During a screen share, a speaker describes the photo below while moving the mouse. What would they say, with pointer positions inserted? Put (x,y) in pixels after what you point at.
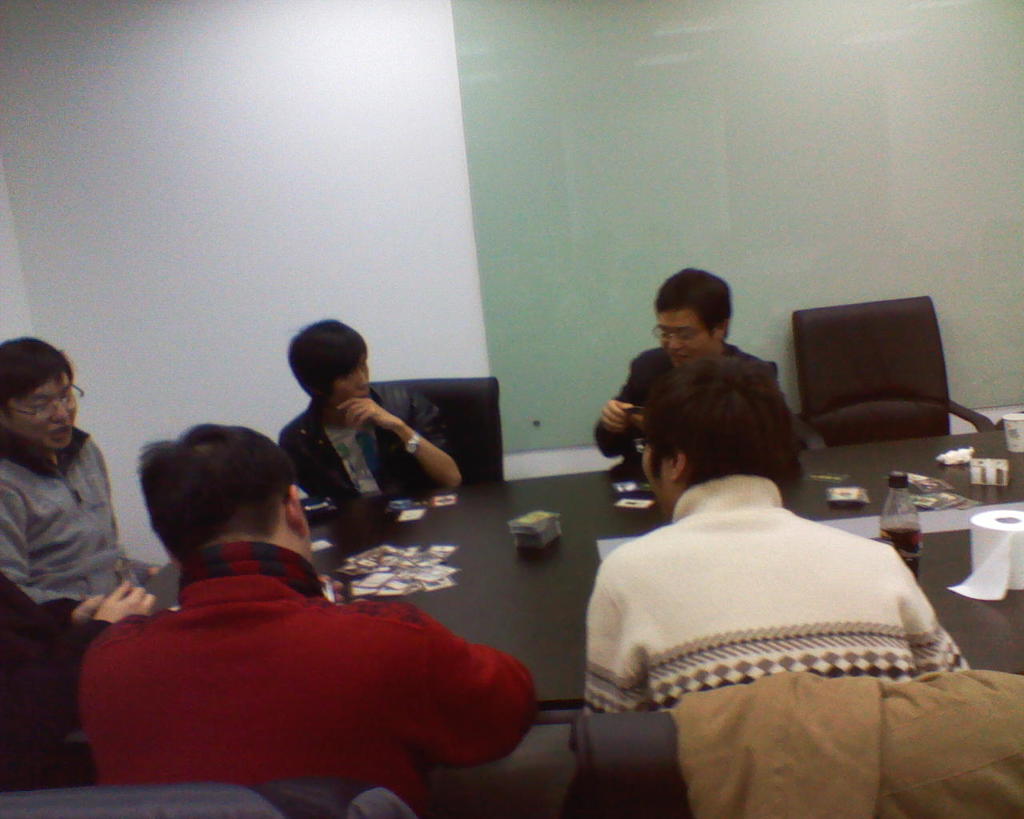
There are five people (256,439) sitting on the chairs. This is a table (470,596) with cards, bottle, tissue roll (1006,542), paper cup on it. This is an empty chair (879,373). This is the wall (231,209). This looks like a jerkin (838,748). At the left corner of the image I can see person hand (113,612).
